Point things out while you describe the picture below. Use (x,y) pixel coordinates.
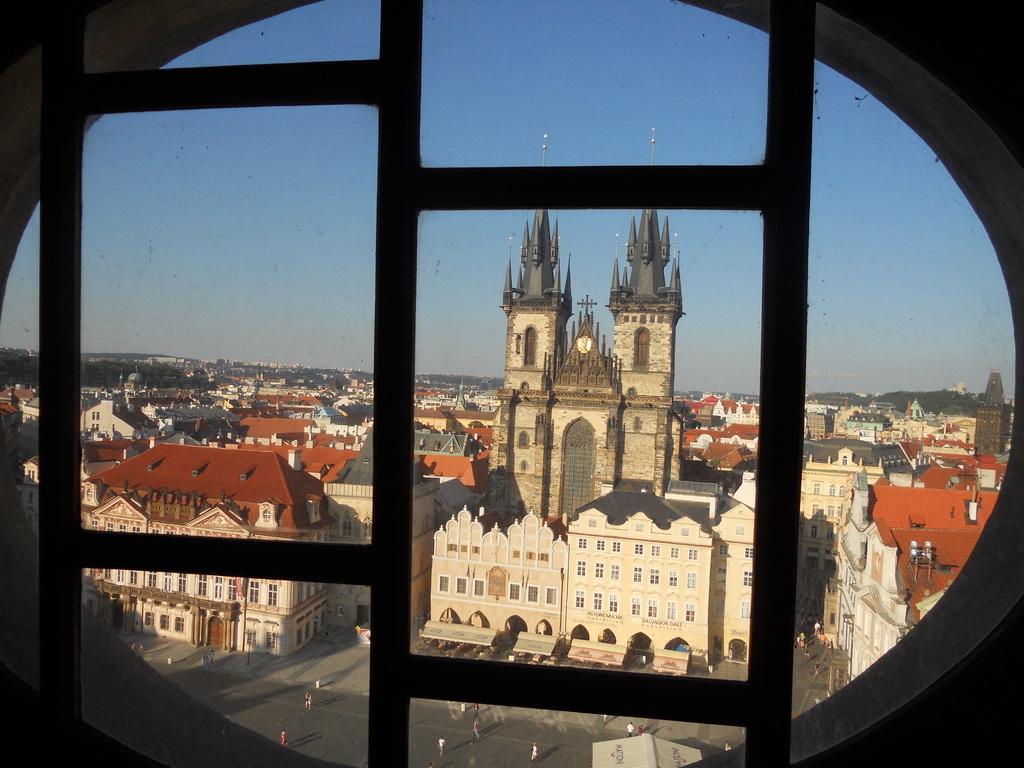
In this picture we can see buildings (653,478), trees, and few people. In the background (635,50) there is sky (353,221).
